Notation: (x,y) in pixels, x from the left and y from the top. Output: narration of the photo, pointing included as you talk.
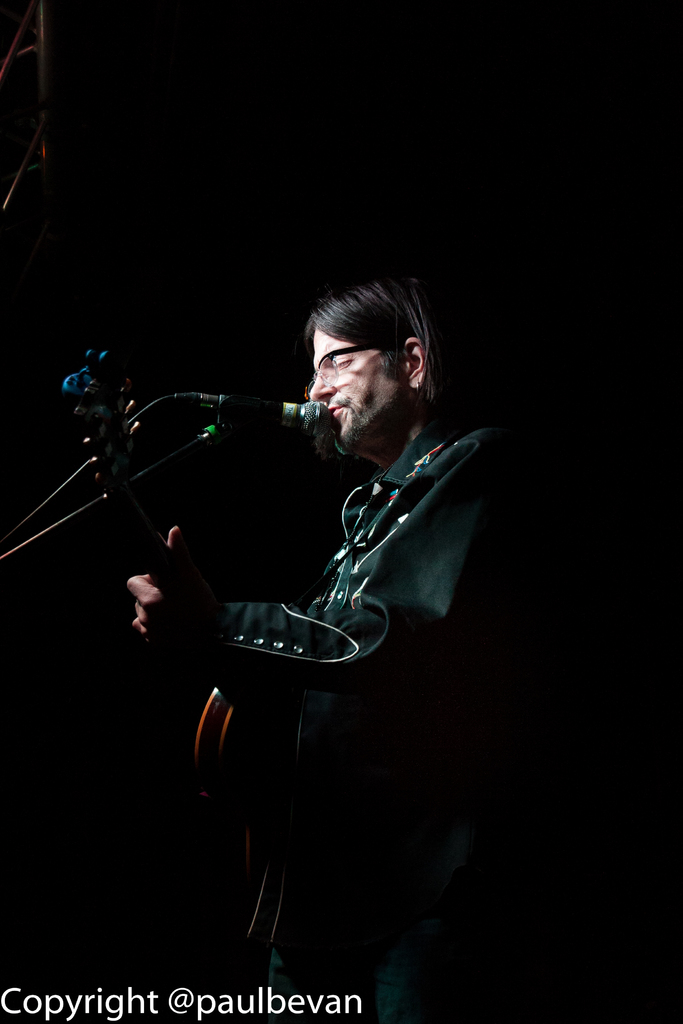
In this image I can see a person (370,750) is playing a guitar (195,646) in-front of the mic (203,398). In the background of the image (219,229) it is dark and there is an object (23,25). At the bottom of the image (284,1005) there is a watermark (295,1005).
